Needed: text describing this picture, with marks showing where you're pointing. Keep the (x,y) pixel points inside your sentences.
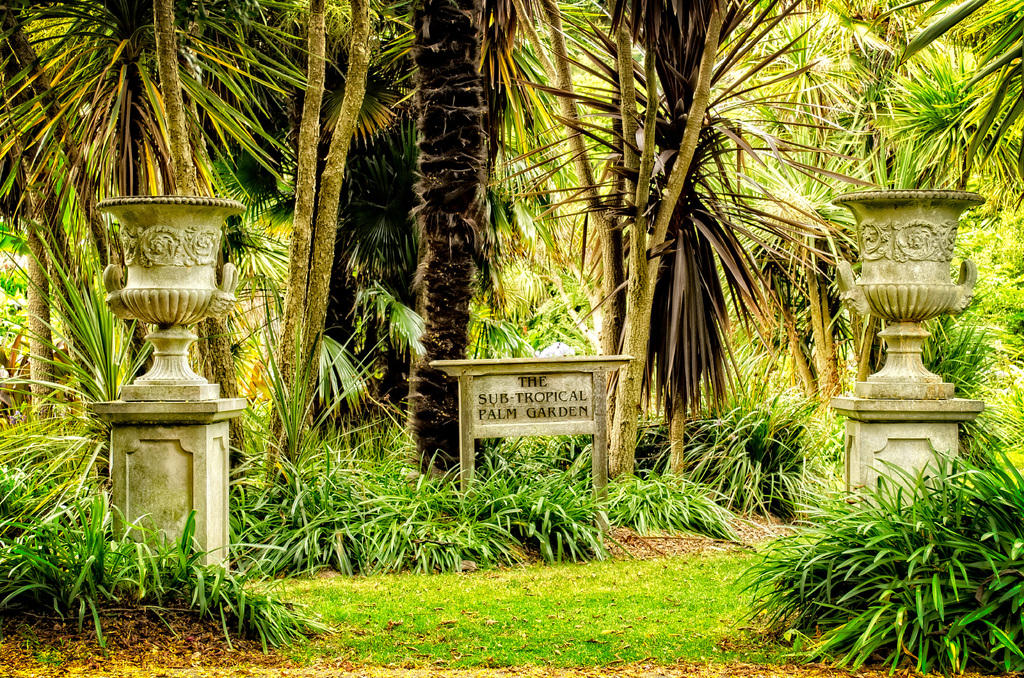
The picture is of a garden (258,530). In the foreground of the picture (165,553) there are plants (73,564), grass (369,578) and statues (898,286). In the center of the picture (547,376) there is a name board (548,377). In the background (628,393) there are shrubs (1010,297) and trees (572,139).
